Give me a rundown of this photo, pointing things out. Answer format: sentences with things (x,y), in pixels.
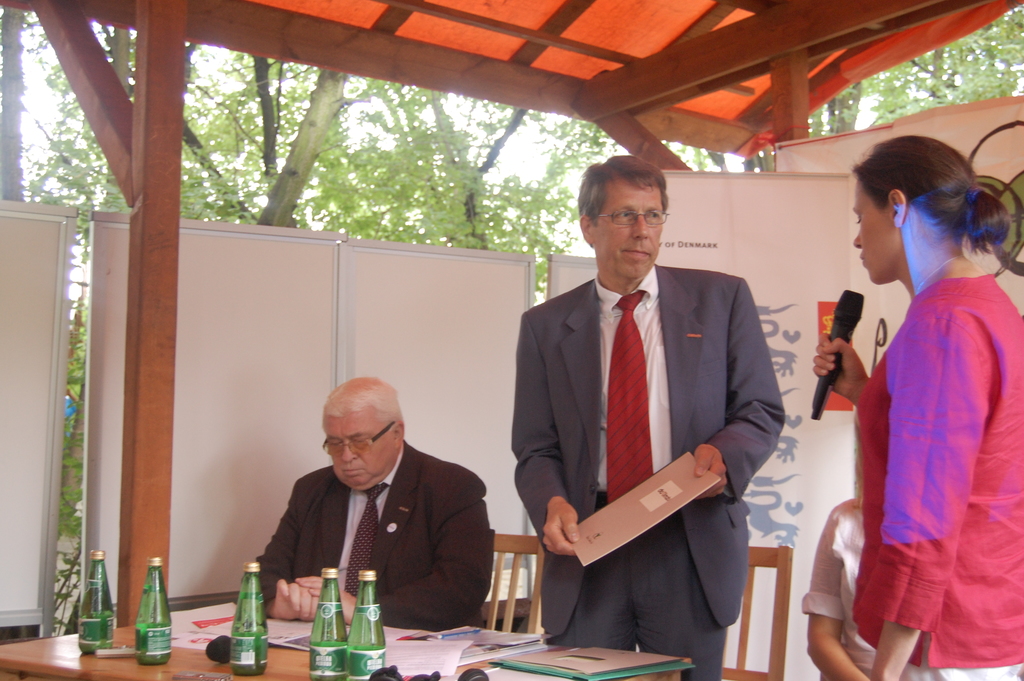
on the background (348,179) we can see trees (383,184), whiteboards (389,318). Here we can see two persons (921,264) standing in front of a table (287,658) and on the table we can see files (504,646), papers (412,643), bottles (378,636). We can see one man (364,457) wearing spectacles (352,449) sitting on a chair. She is holding a mike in her hand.
